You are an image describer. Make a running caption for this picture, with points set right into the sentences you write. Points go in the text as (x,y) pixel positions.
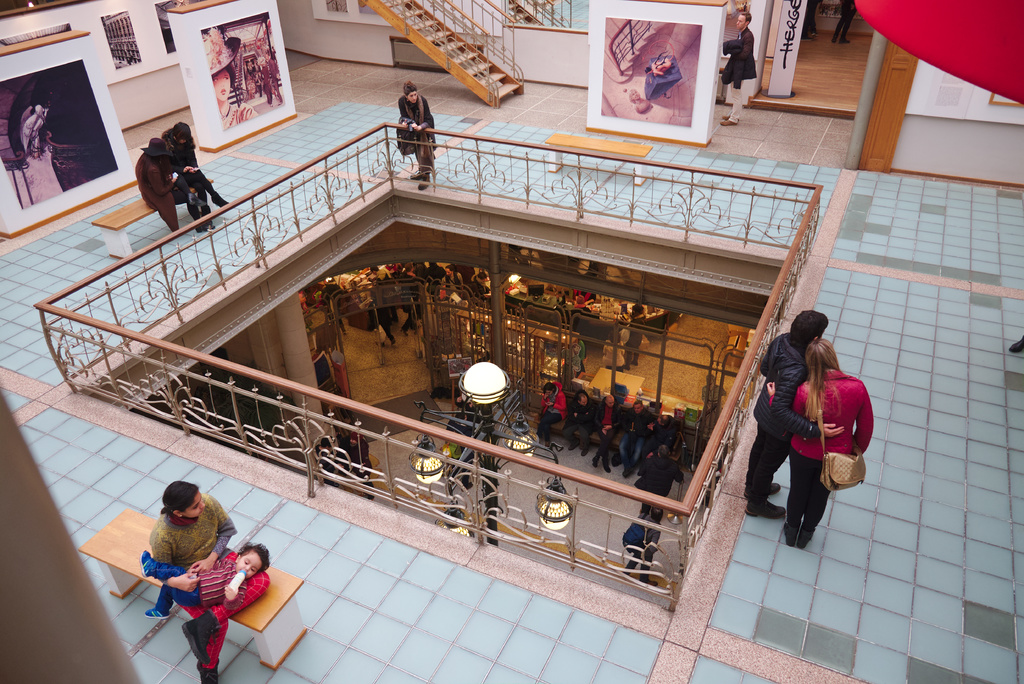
In this picture I can see the inside view of a building (259,245) and I see number of people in which most of them are sitting and rest of them are standing and I see the railing (298,229) in the center (476,439). In the background (450,42) I can see the stairs (455,57) and I see white color things (52,62) on which there are few pictures (269,101) and I see the lights (480,424).
